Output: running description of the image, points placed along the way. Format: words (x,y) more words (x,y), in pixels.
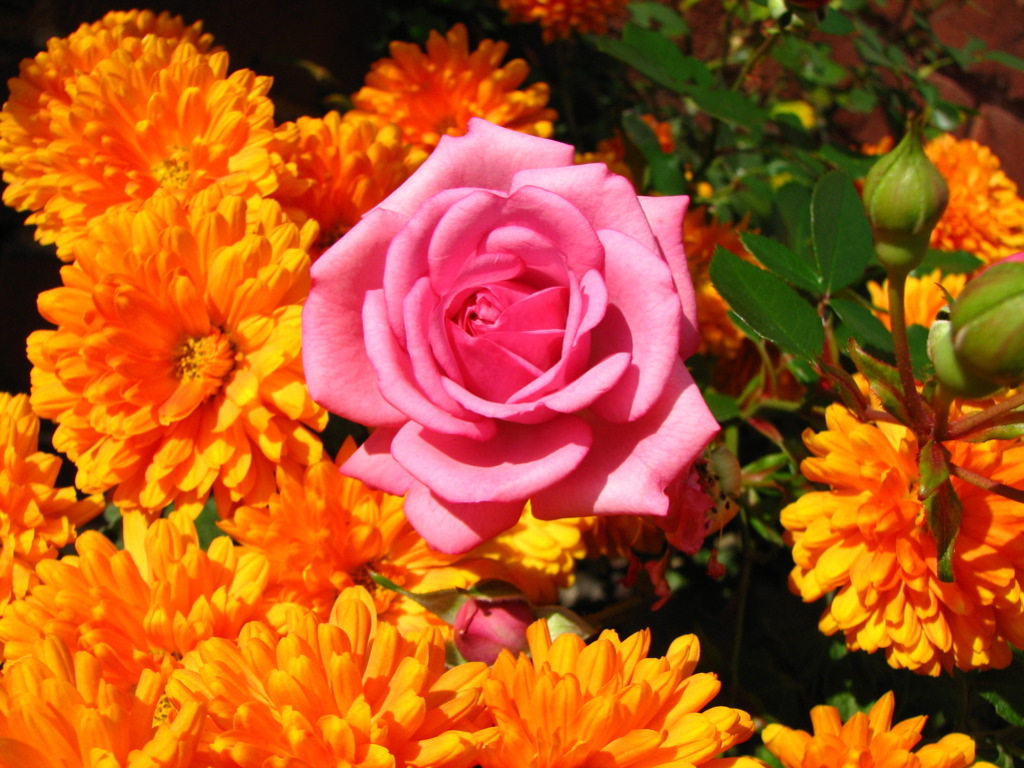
In this picture we can see few flowers (435,326), leaves (743,288) and buds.
